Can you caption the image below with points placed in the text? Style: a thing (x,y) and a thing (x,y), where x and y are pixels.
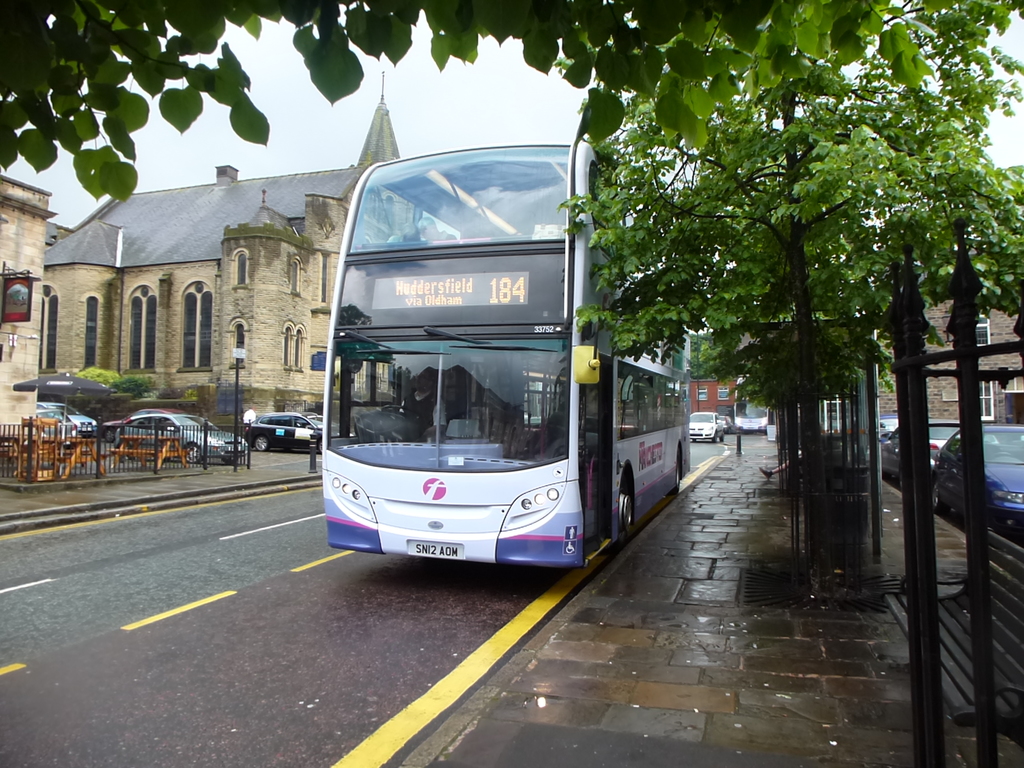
In this image I can see a bus (431,479), cars (187,425) on the road (253,625), trees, poles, fence (204,433) and other objects (37,457) on the ground (165,532). In the background (446,113) I can see the sky (441,128).
